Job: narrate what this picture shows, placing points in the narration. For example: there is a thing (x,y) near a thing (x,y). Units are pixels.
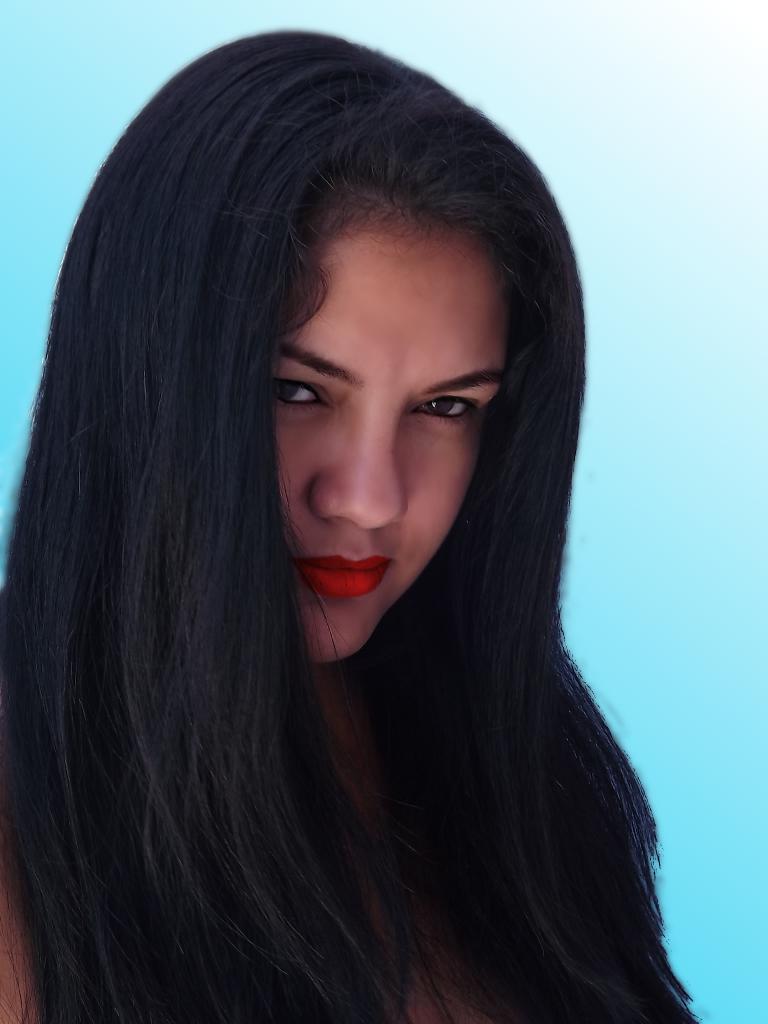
In the center of the image (373,656), we can see a lady (305,653) and in the background (661,413), there is a wall (687,752).
